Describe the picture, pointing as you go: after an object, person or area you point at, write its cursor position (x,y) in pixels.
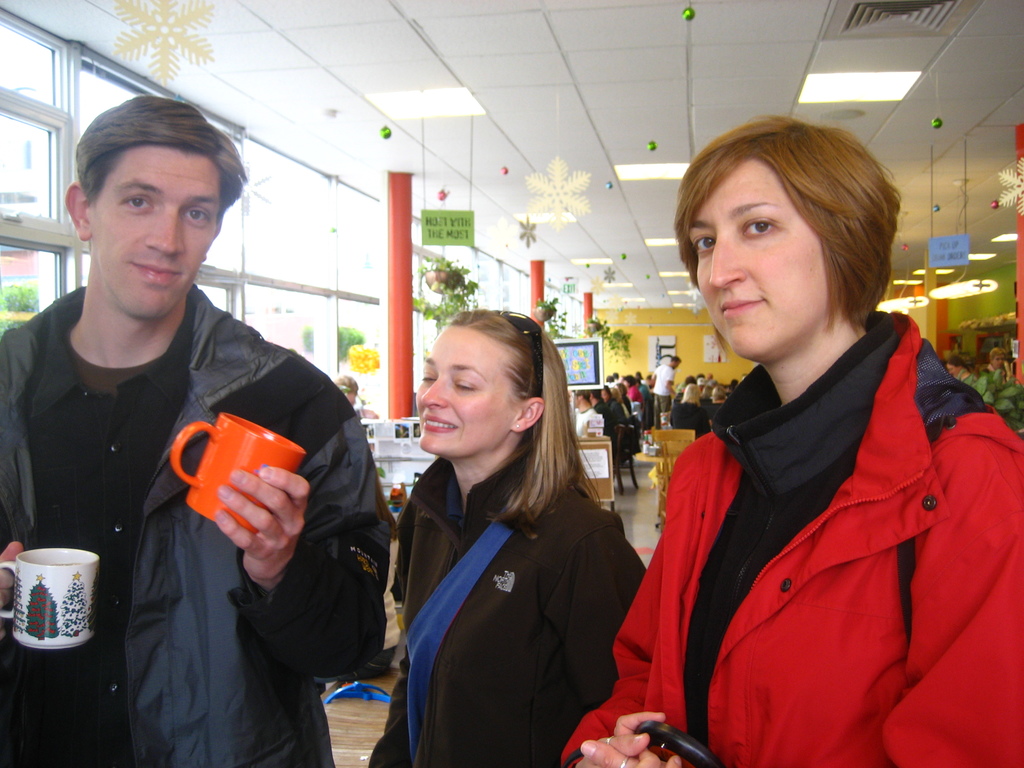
In this picture we can see three persons (804,697) standing in the front (355,650), a man (308,629) on the left side (70,574) is holding two mugs (202,506), in the background (623,407) there are some people (674,416) sitting on chairs (687,438), we can see plants (444,269) here, on the left side (316,261) there is a glass (367,239), we can see lights (877,82) here, there is the ceiling (620,85) at the top of the picture (548,47), we can see boards (457,222) here.
